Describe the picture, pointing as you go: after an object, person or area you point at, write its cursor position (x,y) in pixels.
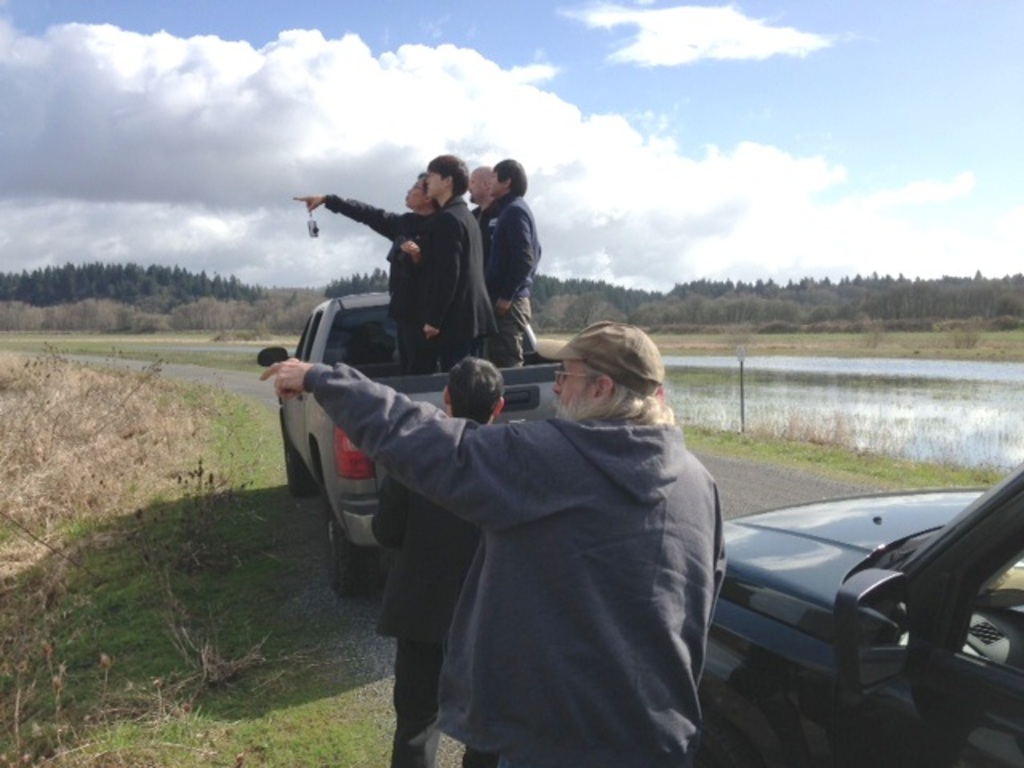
In the image we can see there are many people (480,424) standing, they are wearing clothes (540,509). This man (561,549) is wearing a cap (608,369) and spectacles (566,376). There are even vehicles (873,558). Here we can see a road (756,495), grass (183,674), dry grass (66,430), trees (540,290), water (751,362), pole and a cloudy sky (331,97).
